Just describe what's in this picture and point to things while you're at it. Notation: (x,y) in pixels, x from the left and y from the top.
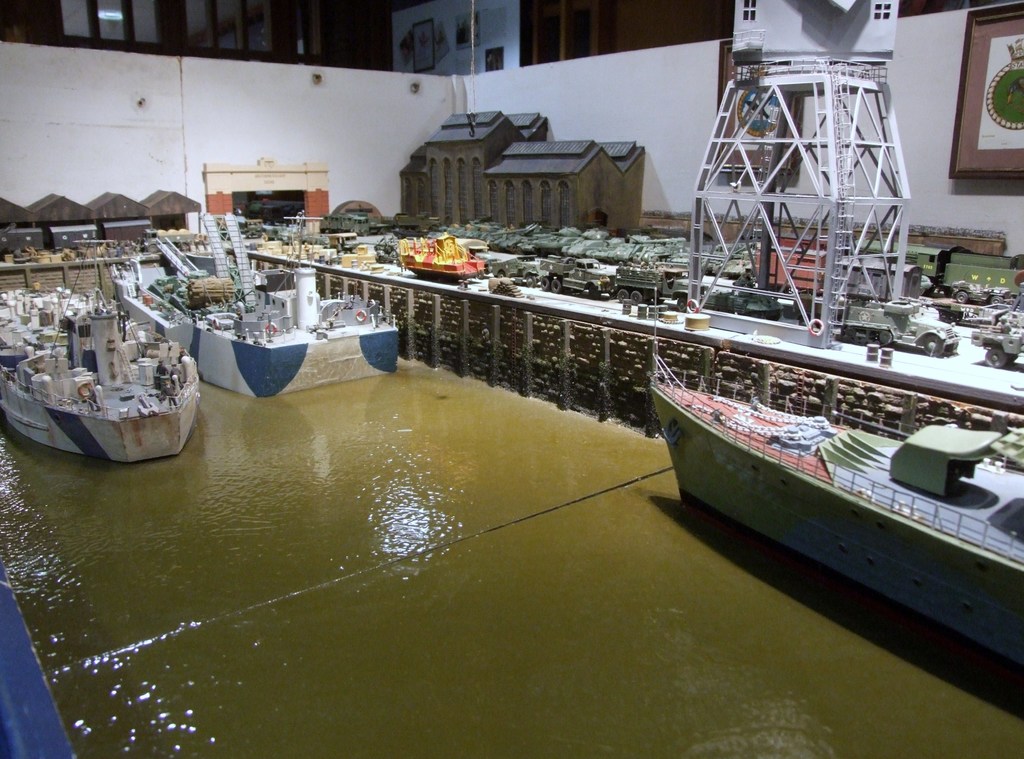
In this picture we can see a few boats (254,349). There is water (28,475) around the boats (75,382). We can see houses (576,201), white object (885,265) and a few toys (1008,294). There is a frame (1002,33) on the wall (952,126). We can see some frames (429,56) on a wooden surface (561,25) in the background (585,44).
